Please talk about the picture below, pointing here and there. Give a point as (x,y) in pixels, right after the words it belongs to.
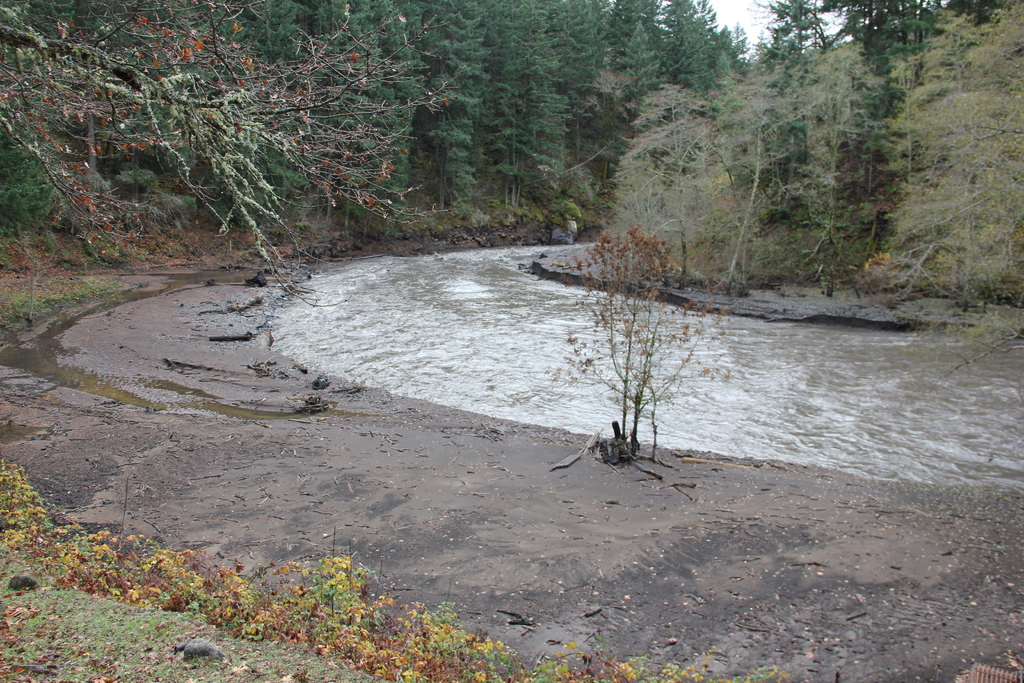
In this image we can see some trees (552,95), bushes (19,527), plants (412,682) and grass (29,636) on the surface (50,407). There is one river (492,255), some stones (206,647), one object (987,664) on the surface (910,510) and at the top (748,20) there is the sky (742,9).
